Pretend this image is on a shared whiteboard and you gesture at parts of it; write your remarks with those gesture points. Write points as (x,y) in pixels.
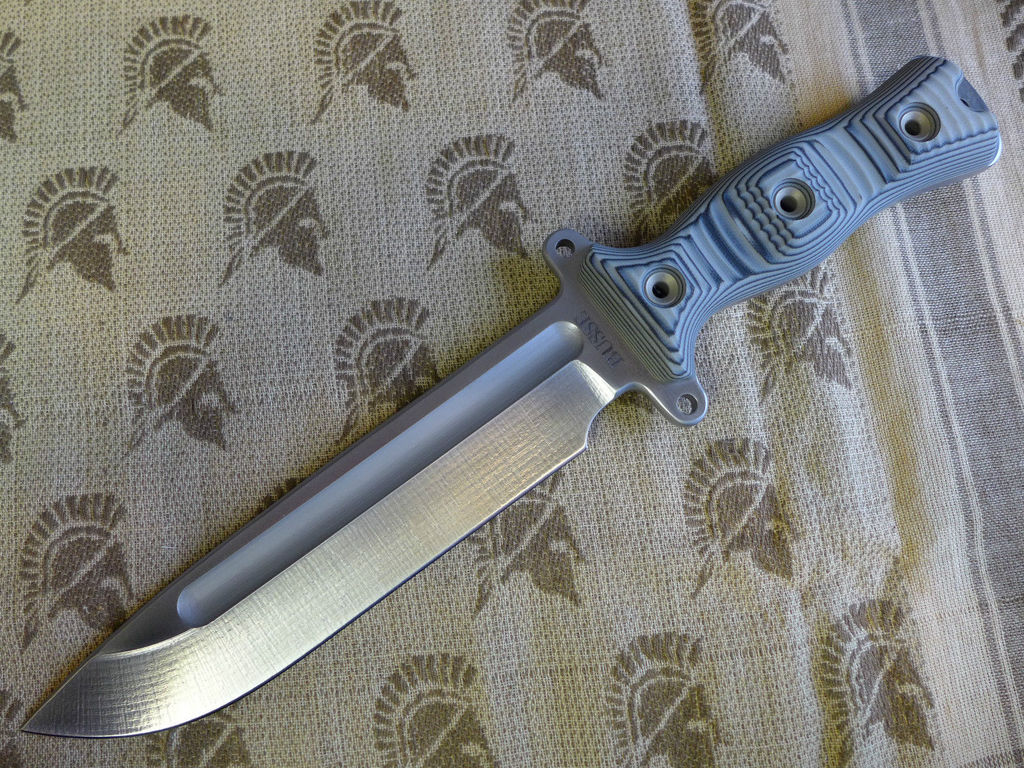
In this image I can see a knife (223,588) which is grey in color on a cloth (431,255) which is cream and brown in color.
